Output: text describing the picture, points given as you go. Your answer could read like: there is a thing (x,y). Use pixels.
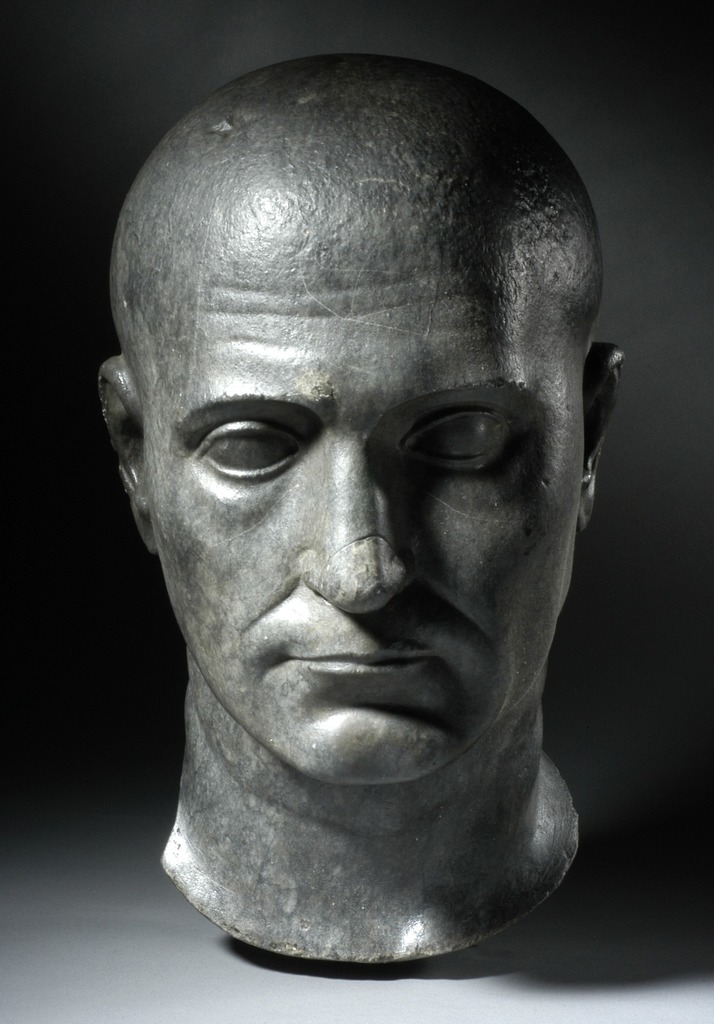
In this image there is a sculpture (386,456) of a person's face (358,506) on the ground (126,956), the background of the image (703,234) is dark.
